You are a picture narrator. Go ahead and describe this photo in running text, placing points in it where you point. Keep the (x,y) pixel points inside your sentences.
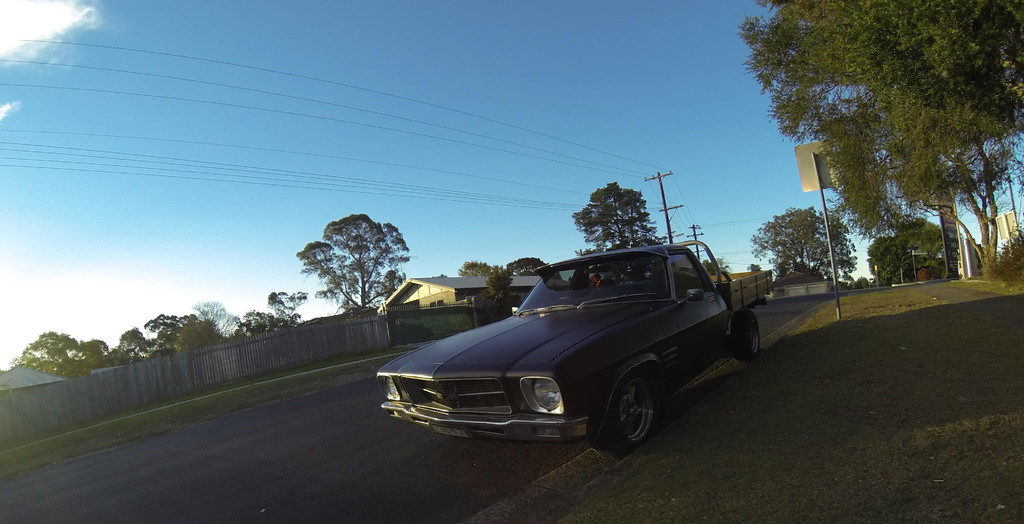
This is an outside view. In the middle of the image (560,318) there is a car (432,403) on the road (288,471). In the background (906,143) there are many trees (901,158) and buildings (440,300). On the left side (200,374) there is a fencing (149,377). At the top of the image (469,51) I can see the sky (610,87). In the background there are few poles (662,193) along with the wires (545,136).
